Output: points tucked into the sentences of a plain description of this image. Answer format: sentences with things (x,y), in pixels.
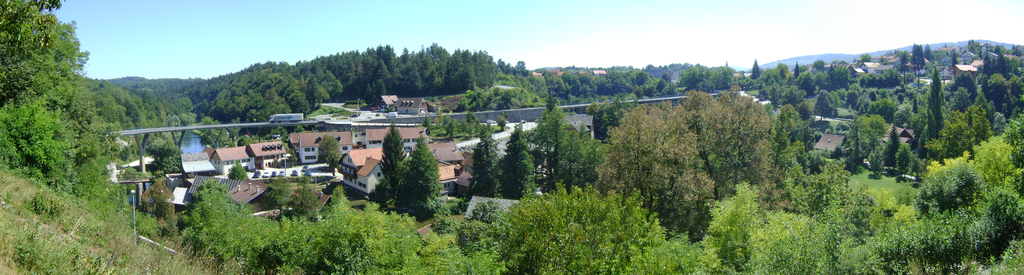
In this image I can see trees (560,139) in green color, at the background (467,154) I can see few buildings (355,180) in cream and white color, sky (353,46) in blue and white color.
